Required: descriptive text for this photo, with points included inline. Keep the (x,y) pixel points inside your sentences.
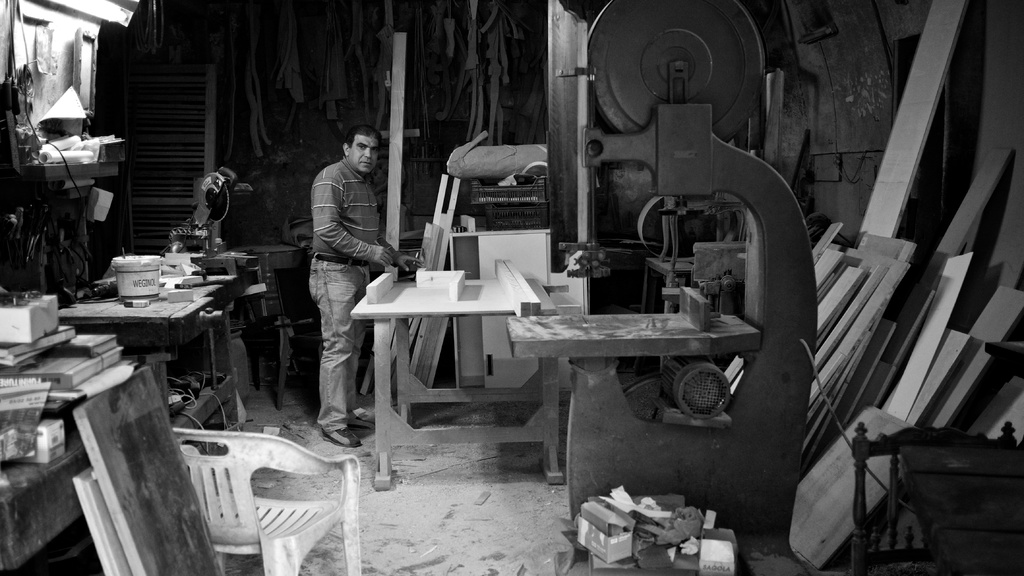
As we can see in the image, the room (678,488) is untidy. the man (334,206) is standing on the floor (398,478). In the front (338,504) there is a chair (236,501) and in room (213,292) there are some electrical equipments (752,244).
